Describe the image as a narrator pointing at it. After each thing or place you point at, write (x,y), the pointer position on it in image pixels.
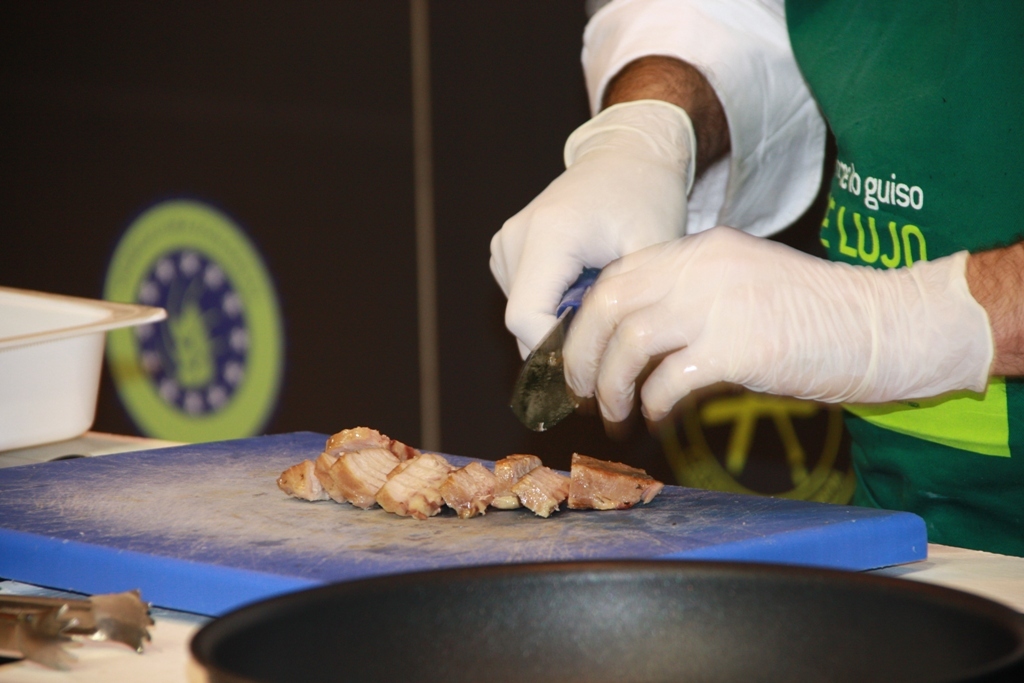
In this image I can see the person (752,270) with the green and white color dress (851,150). I can see the person (743,155) holding the knife (528,379). In-front of the person (528,348) I can see the meat (411,493) on the chopping board (233,543), bowls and some objects (77,609). These are on the cream color surface (120,661). I can see there is a green, blue and black color background (260,116).
